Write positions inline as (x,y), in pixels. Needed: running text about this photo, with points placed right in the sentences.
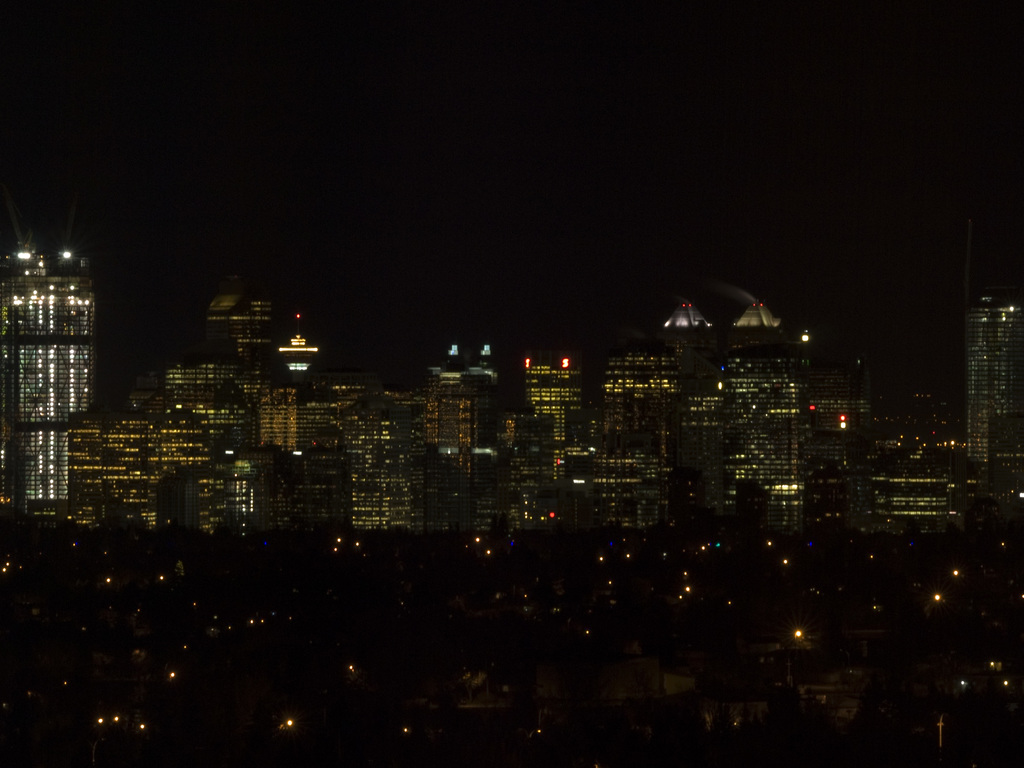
In the background of the image (69,283) there are buildings (410,392). At the top of the image (559,108) there is sky (498,209). This image is taken during the night time.
